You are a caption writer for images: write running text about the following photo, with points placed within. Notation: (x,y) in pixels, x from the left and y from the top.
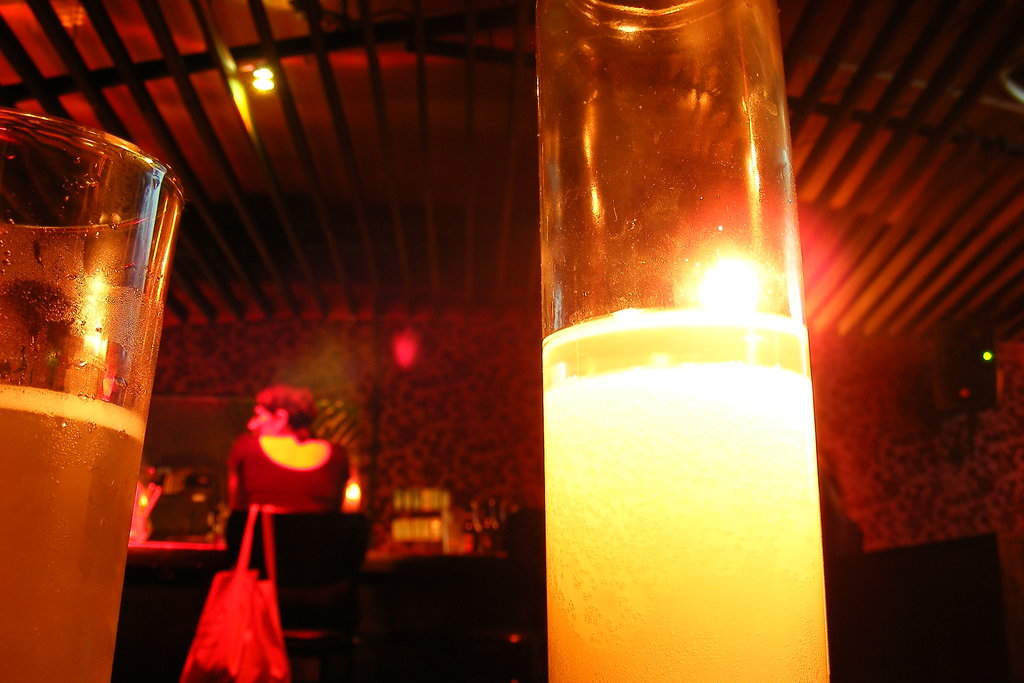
In this image there is a glass (31,292) with some liquid (18,489) in it, a candle (783,490), and there are chairs (529,560), table (156,580), bag (254,672), lights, a person (326,499) sitting on the chair (284,623).
